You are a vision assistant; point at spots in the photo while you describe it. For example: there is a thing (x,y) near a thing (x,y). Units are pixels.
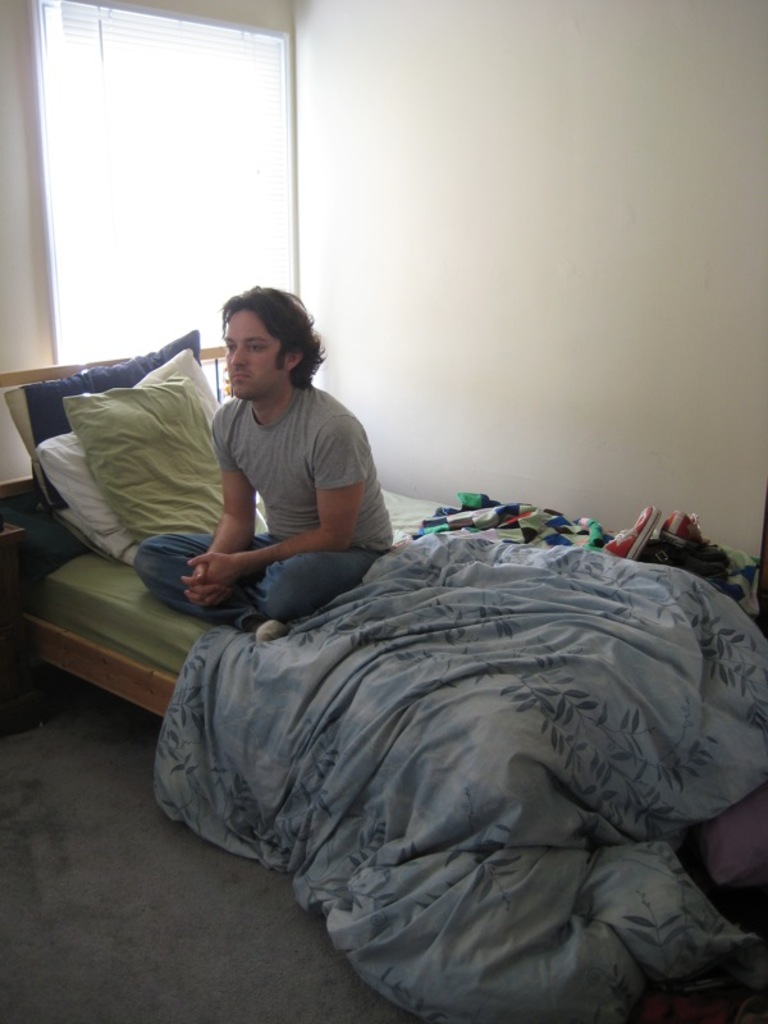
In this image there is a person (284,417) sitting on the bed (391,554), on the bed (184,436) there are pillows (146,375), blanket (513,570), shoes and other objects (549,530). In the background (253,203) there is a wall (300,150) and a blind window (143,173).
